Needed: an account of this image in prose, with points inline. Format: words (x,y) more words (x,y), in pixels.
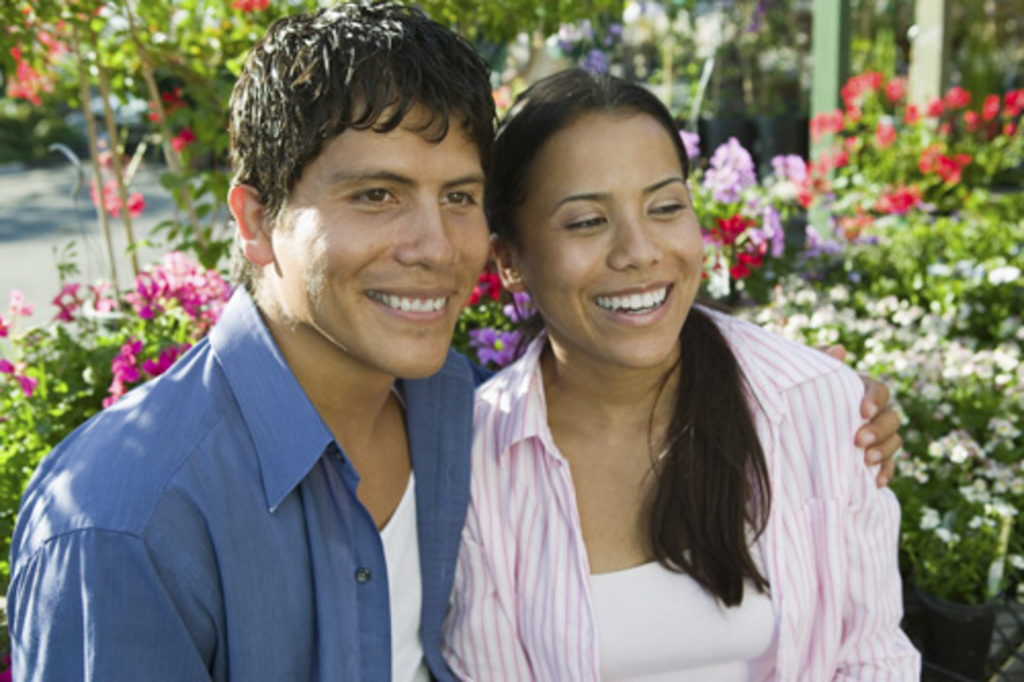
In the image two persons (374,191) are sitting and smiling. Behind them there are some plants (61,100) and flowers (764,8).
